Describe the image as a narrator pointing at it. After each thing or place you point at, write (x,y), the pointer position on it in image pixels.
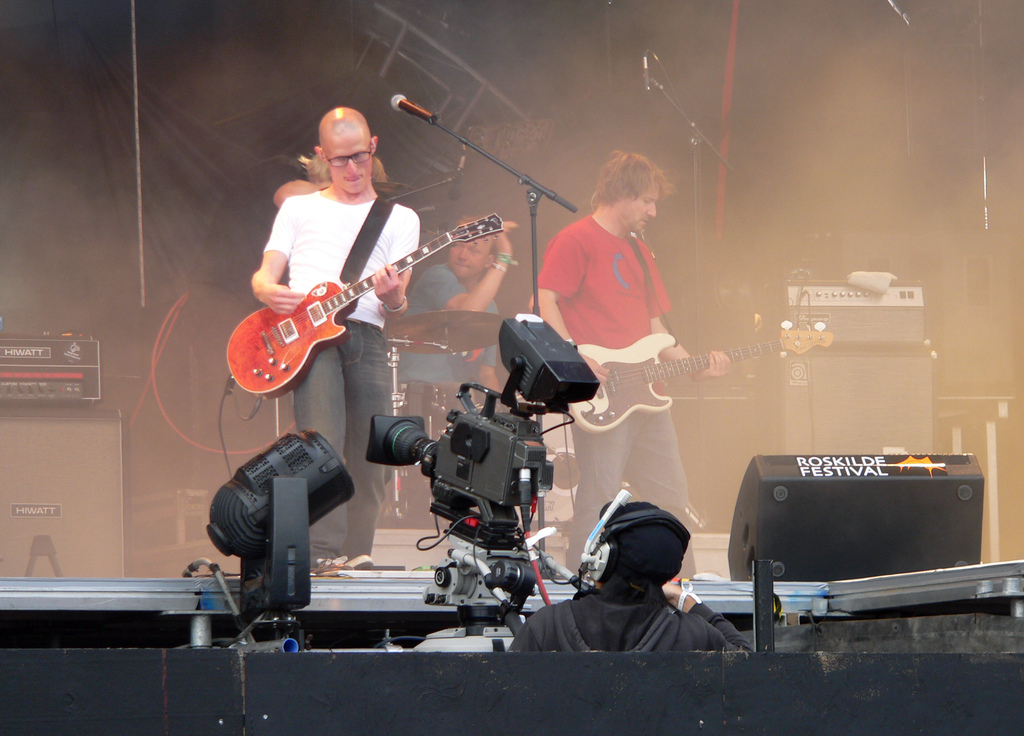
In this image we can see group of persons (600,322) standing on the stage (715,536) holding guitar (344,310) in their hand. One person (358,358) is wearing white t shirt (362,223) and spectacles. On the stage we can see a speaker (788,516) and a microphone (425,112) placed on it. In the foreground of the image (618,576) we can see a camera person (598,630) wearing headset (605,565) and a camera (547,391) on a stand (451,568). In the background (473,303) we can see a person (455,287) wearing blue t shirt (446,277) is sitting.
